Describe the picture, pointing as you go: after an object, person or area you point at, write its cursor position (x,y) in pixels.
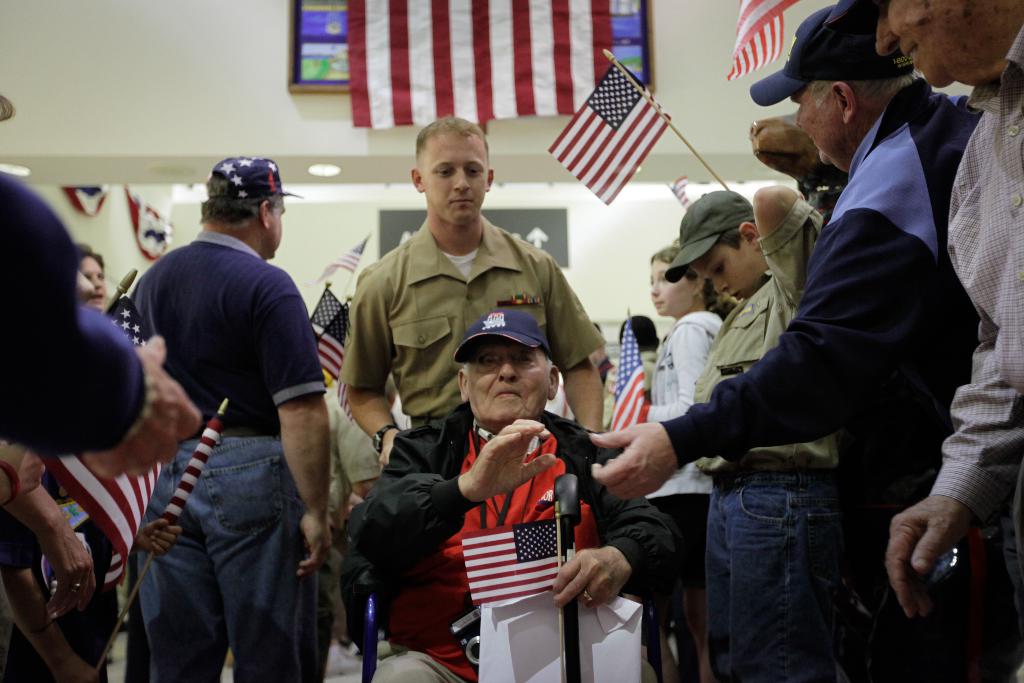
In the picture we can see a man (640,576) in the wheel chair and one man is holding it and around him we can see many people (38,352) are standing and holding a USA national flag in the hands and in the background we can see the wall (252,73) and a part of the wall (262,83) with a flag (348,19) to it.
